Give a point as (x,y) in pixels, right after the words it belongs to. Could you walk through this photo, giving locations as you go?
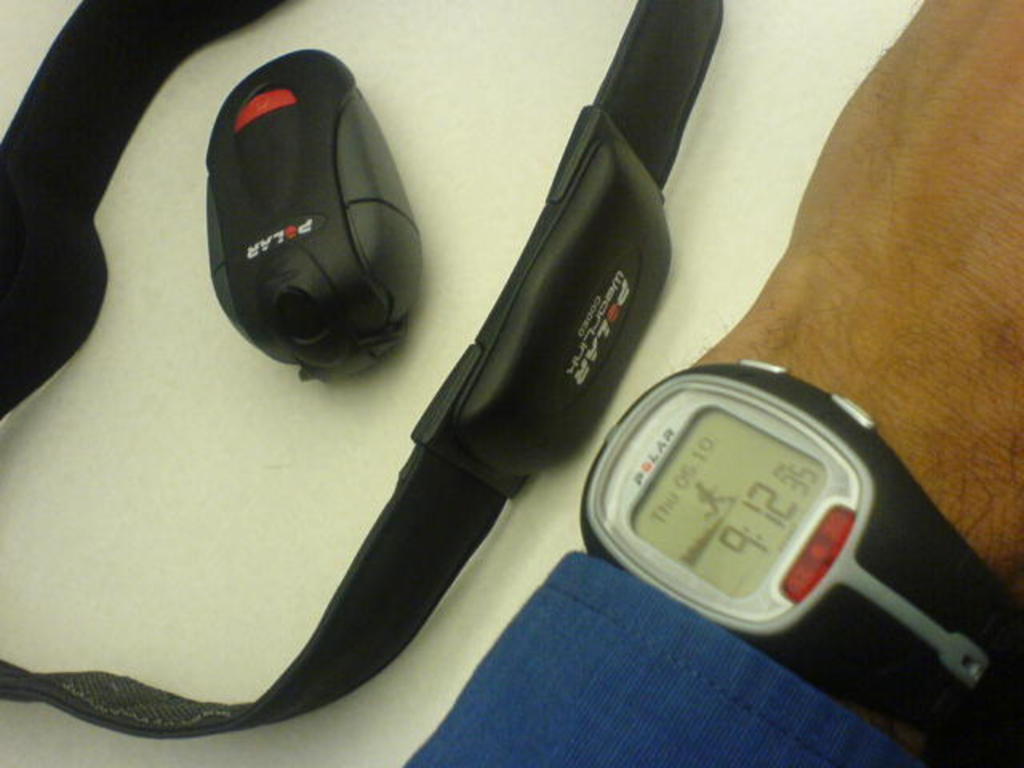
In this picture I can see a human hand (963,487) and I can see wrist watch (681,581) and I can see a belt (637,231) and looks like a wireless mouse (272,292) on the table (424,314).
